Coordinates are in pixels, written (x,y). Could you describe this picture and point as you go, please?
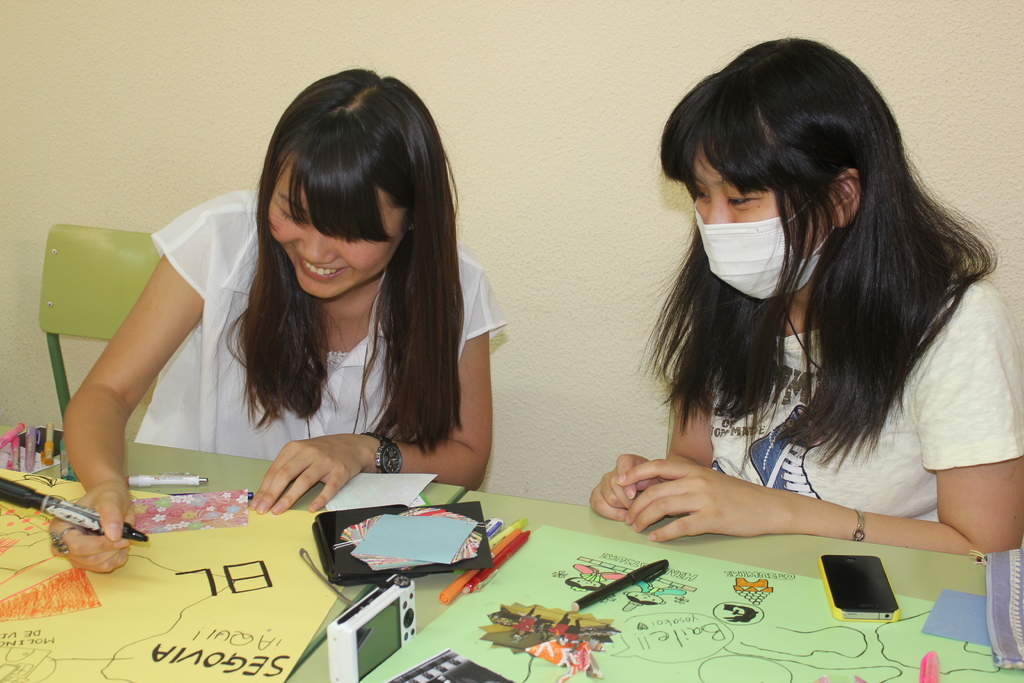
In this image I can see there are two women (418,279) sitting on the chairs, they have a table (346,601) in front of them and there are few color pencils (68,460), a smartphone (850,612), camera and other objects (949,640) placed on the table (196,486). In the background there is a wall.
